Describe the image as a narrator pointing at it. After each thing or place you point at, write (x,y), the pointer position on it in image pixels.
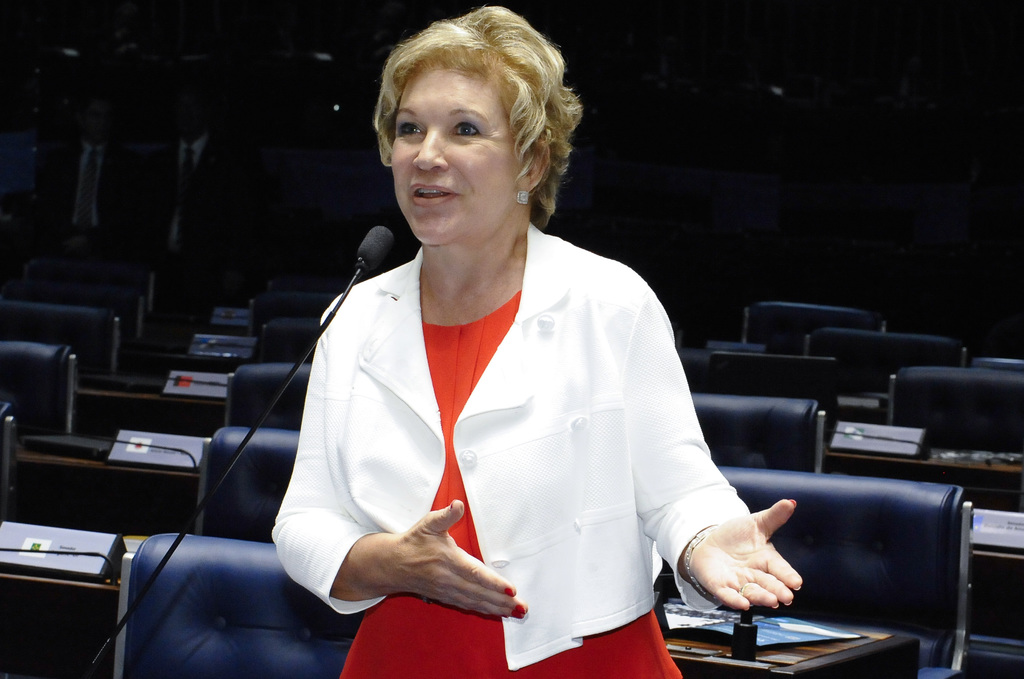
There is a lady (427,373) wearing white jacket (468,419). In front of her there is a mic (357,258). In the back (271,448) there are chairs (741,401) and tables (135,476).
